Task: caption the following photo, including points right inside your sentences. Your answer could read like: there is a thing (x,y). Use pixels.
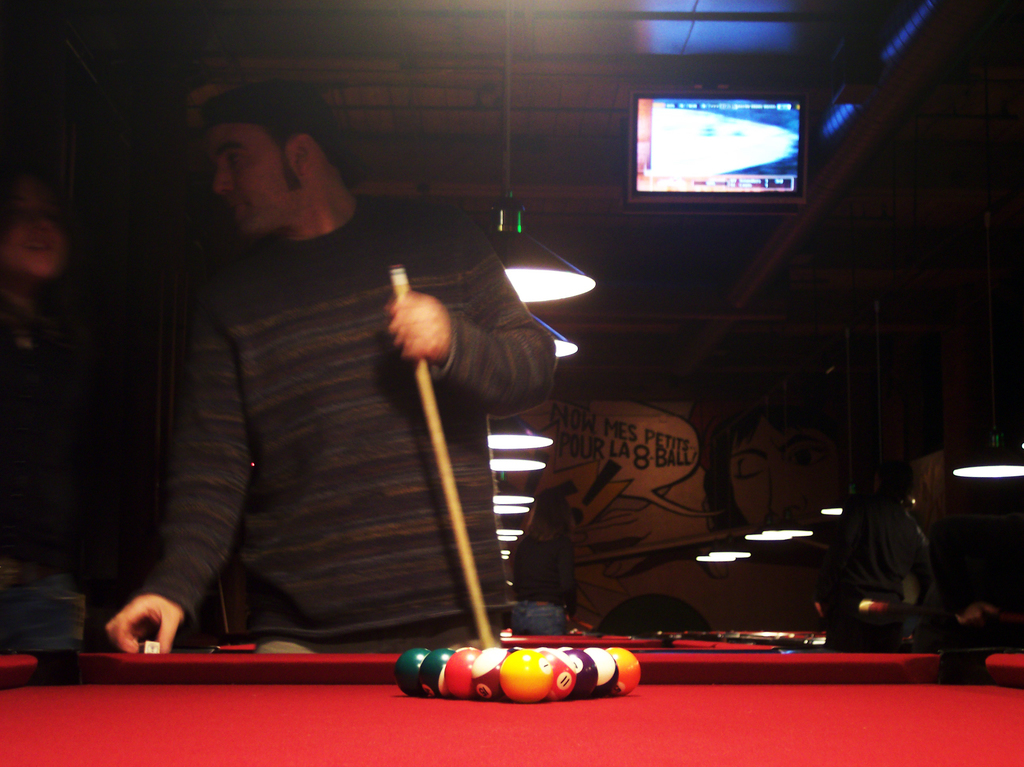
In the picture there is a snooker table (435,734) and balls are arranged in an order on the table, there are two people (301,512) standing in front of the table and the first person (422,500) is holding the stick (436,448) in his hand (441,327). Behind them there is a wall (642,457) with some painting (757,556) on it, a person (886,510) is standing in front of the wall (888,441). There is a television (665,108) fixed to the roof (537,129), beside the television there are many lights (531,314).
